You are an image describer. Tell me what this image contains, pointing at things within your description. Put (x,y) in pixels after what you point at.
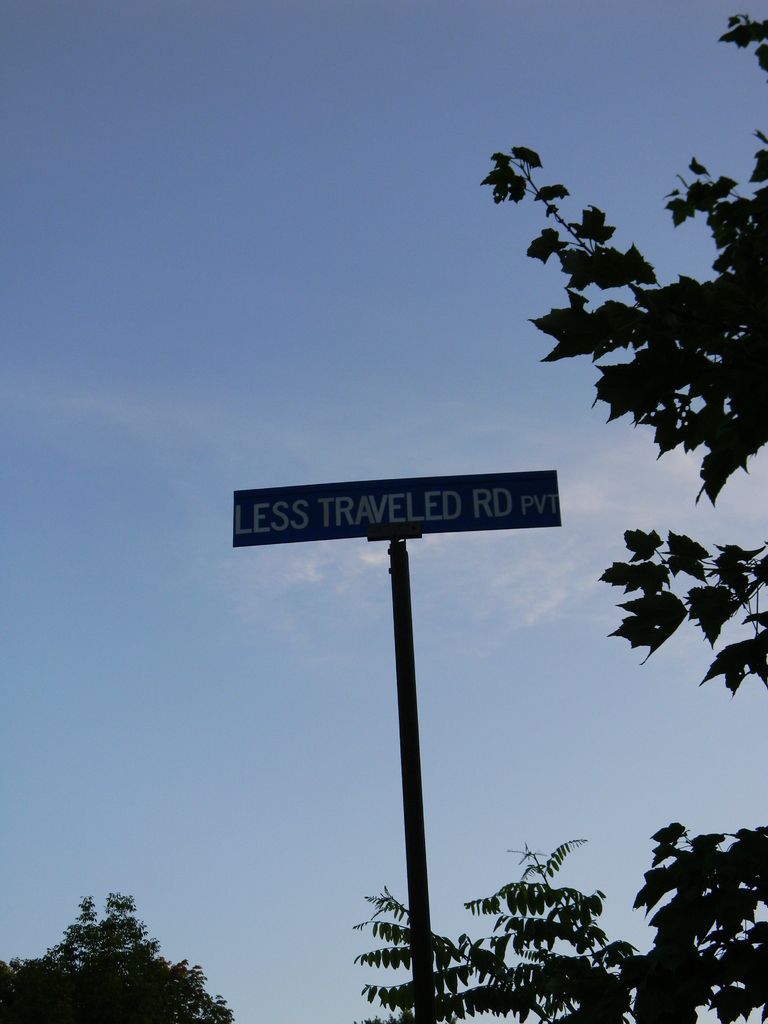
Here there are trees (82,1006) on the left (60,954) and right side (635,386) and in the middle (269,531) there is a name board pole (270,544). In the background (263,409) there are clouds (678,506) in the sky (412,237).
